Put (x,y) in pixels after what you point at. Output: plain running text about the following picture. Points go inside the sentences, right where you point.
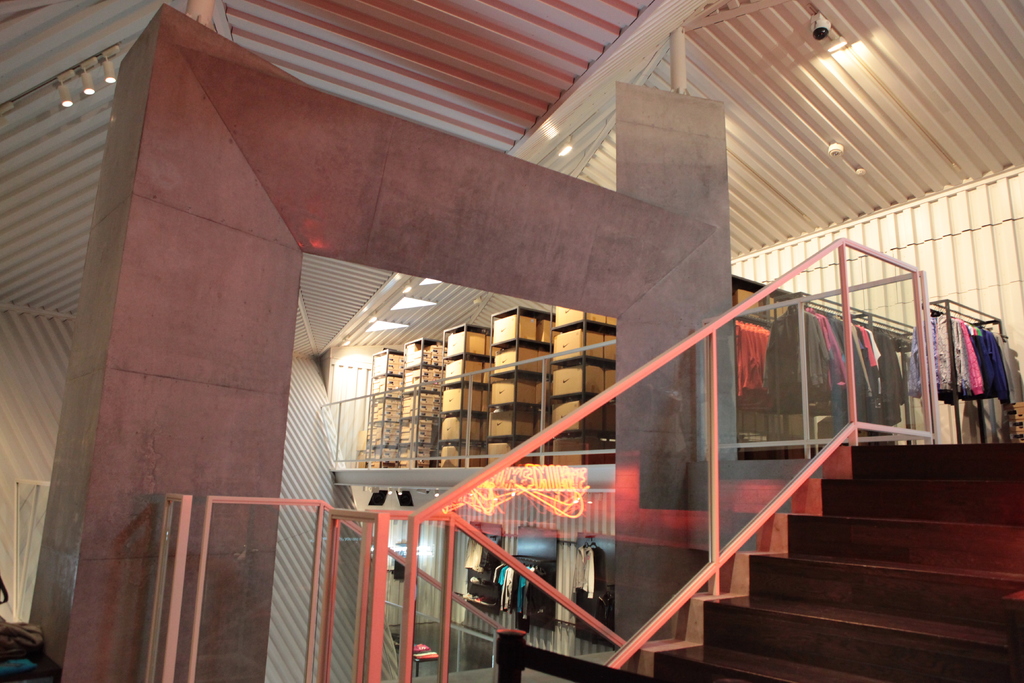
This picture is inside view of a room (387,330). In the middle of the image (508,386) we can see boxes (520,396), clothes (964,342), stand (941,312) are present. On the right side of the image (939,513) stairs (849,512) are there. At the top of the image (567,53) roof (782,39), cc camera (814,28), lights (63,99) are present. At the bottom of the image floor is there.
